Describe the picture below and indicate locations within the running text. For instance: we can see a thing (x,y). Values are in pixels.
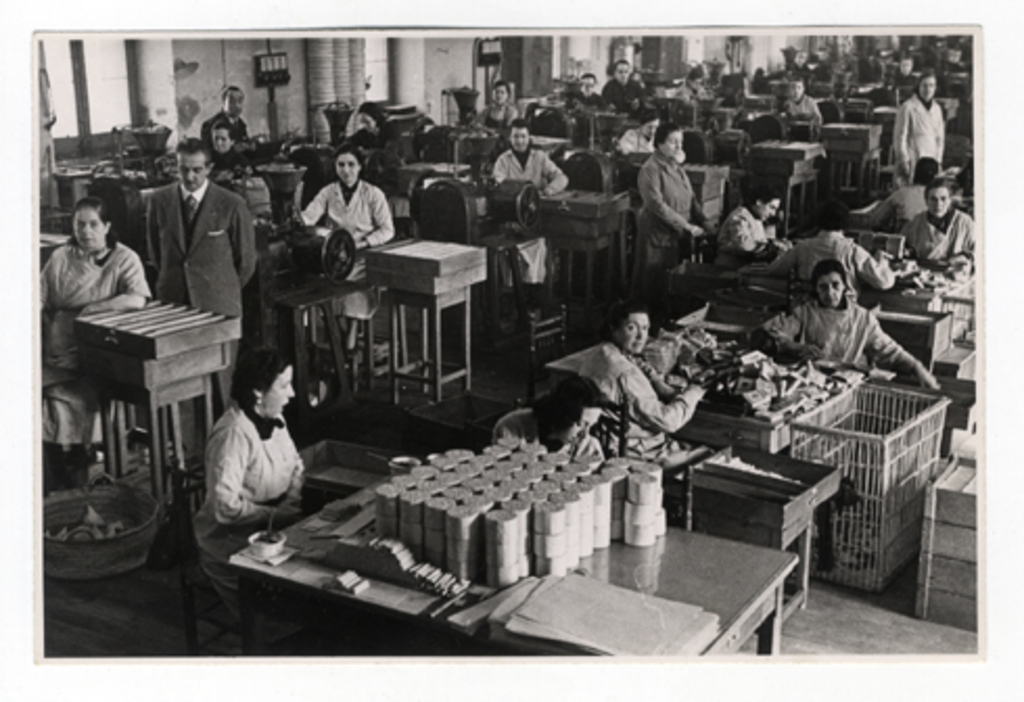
This picture shows a group of people (343,160) standing and working on the machines (350,248) we see a woman (276,353) seated and we see some material (498,537) on the table (711,567).
